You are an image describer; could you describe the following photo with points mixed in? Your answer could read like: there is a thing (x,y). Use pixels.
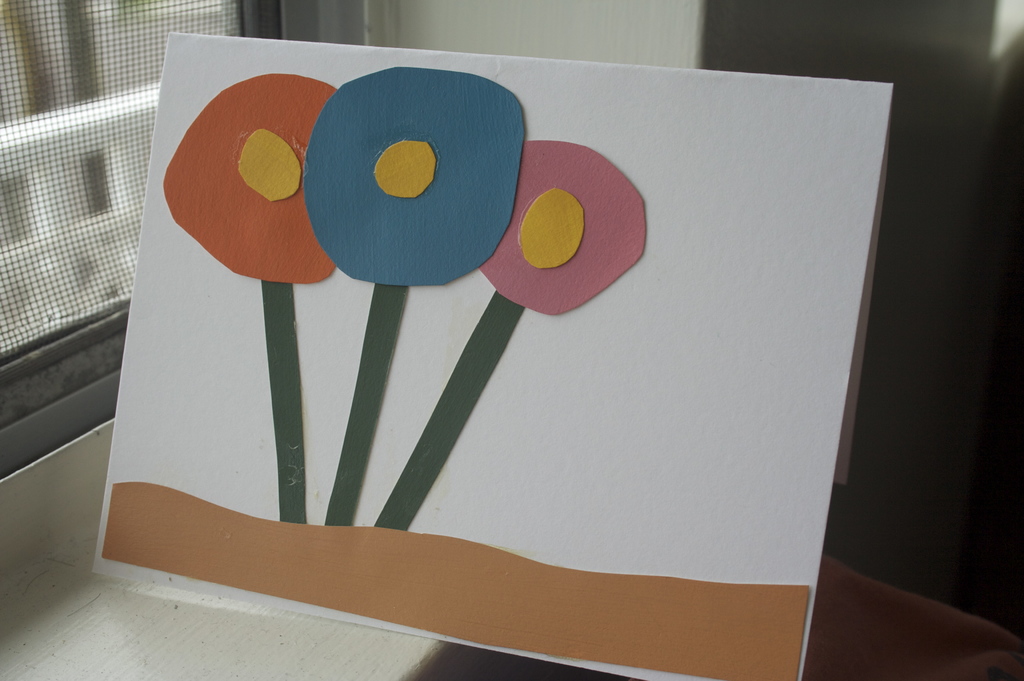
In this picture there is a painting (443,417) on a white sheet (690,377) and there is a net (81,94) in the left corner (58,102).
